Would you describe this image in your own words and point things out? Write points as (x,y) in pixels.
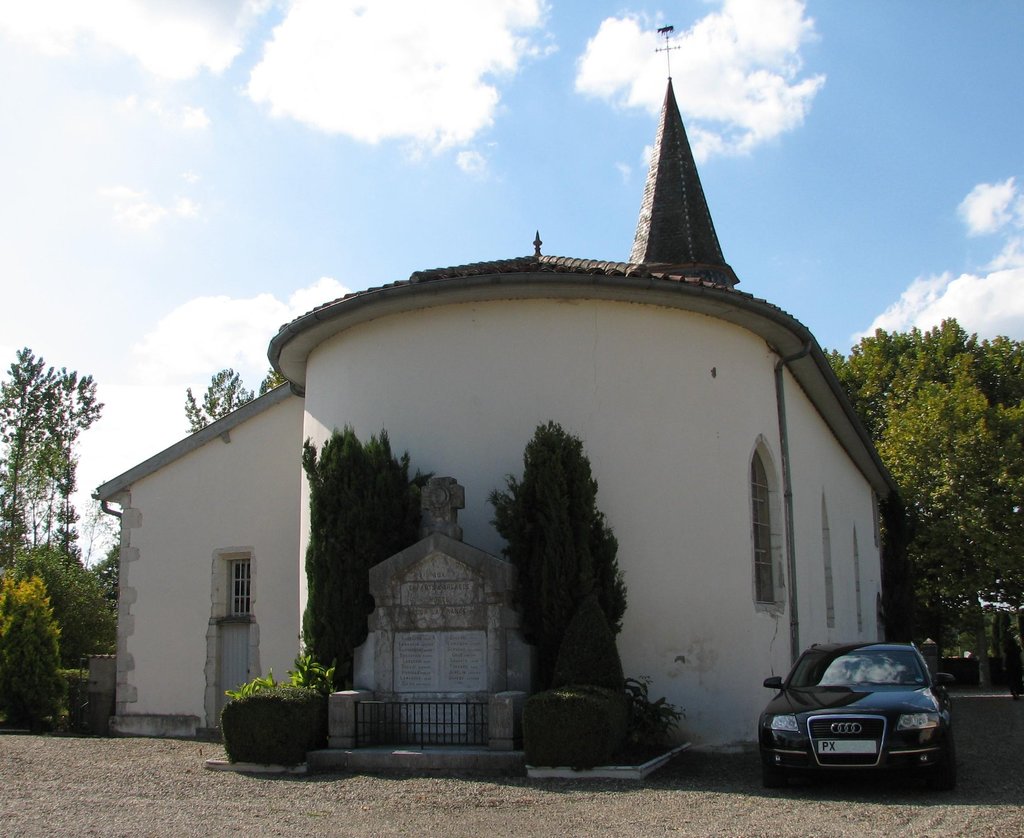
In the center of the image (604,381) a building (687,338) is present. On the left side of the image (54,539) we can see trees (44,516) are there. In the middle of the image (580,531) some plants (593,648), bushes (584,709) are present. On the right side of the image (849,726) a car (852,707) is there. At the top of the image (179,152) clouds (197,117) are present in the sky (176,254). At the bottom of the image (138,798) ground (133,769) is there.
